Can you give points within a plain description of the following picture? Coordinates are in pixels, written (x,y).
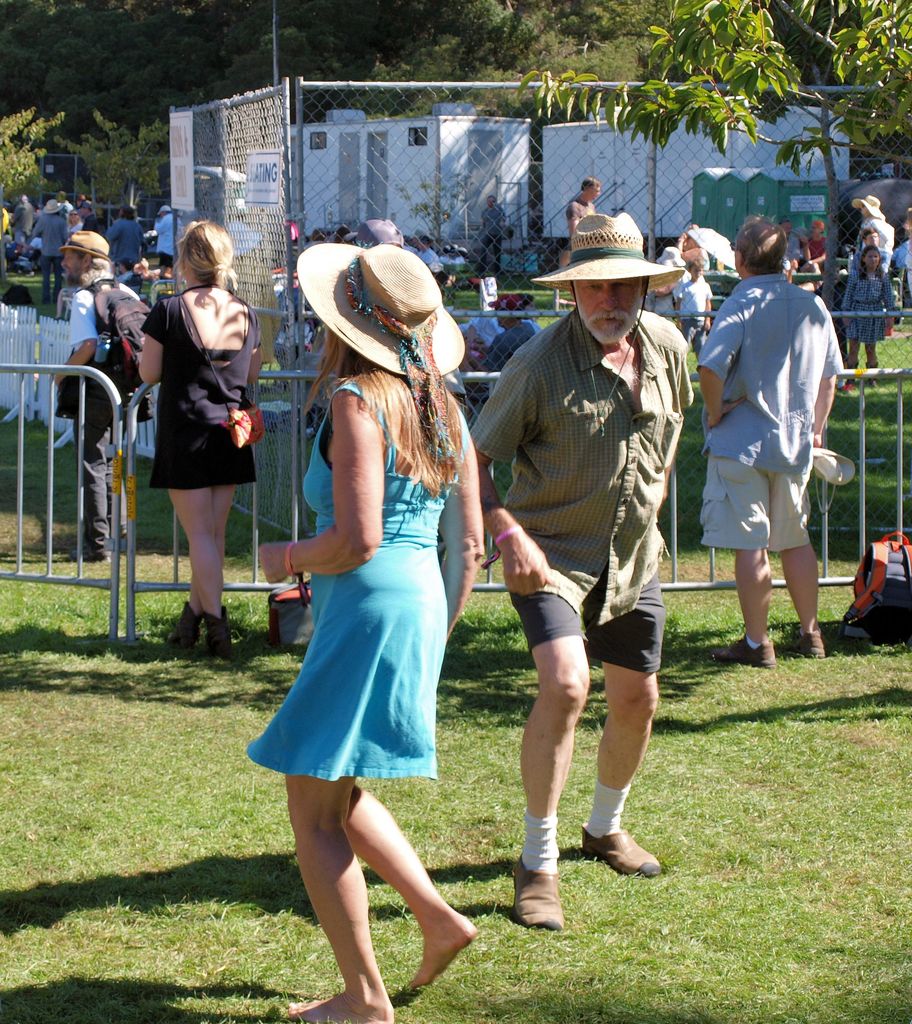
This is looking like a garden (592,681). Here I can see a man (612,324) and a woman (427,525) wearing caps (438,288) on their heads (361,367) and standing on the ground (409,925). It seems like they are dancing. On the ground (776,930), I can see the grass (771,858). At the back of these people (523,403) there are two more persons (197,639) standing facing towards the back side (773,446). In front of these people (770,429) there is a railing (862,405). In the background (881,252), I can see many people (42,229) and also there is a net fencing (479,198) and trees (79,61). On the right side (883,580) there is a bag (881,605) placed on the ground (832,675).
